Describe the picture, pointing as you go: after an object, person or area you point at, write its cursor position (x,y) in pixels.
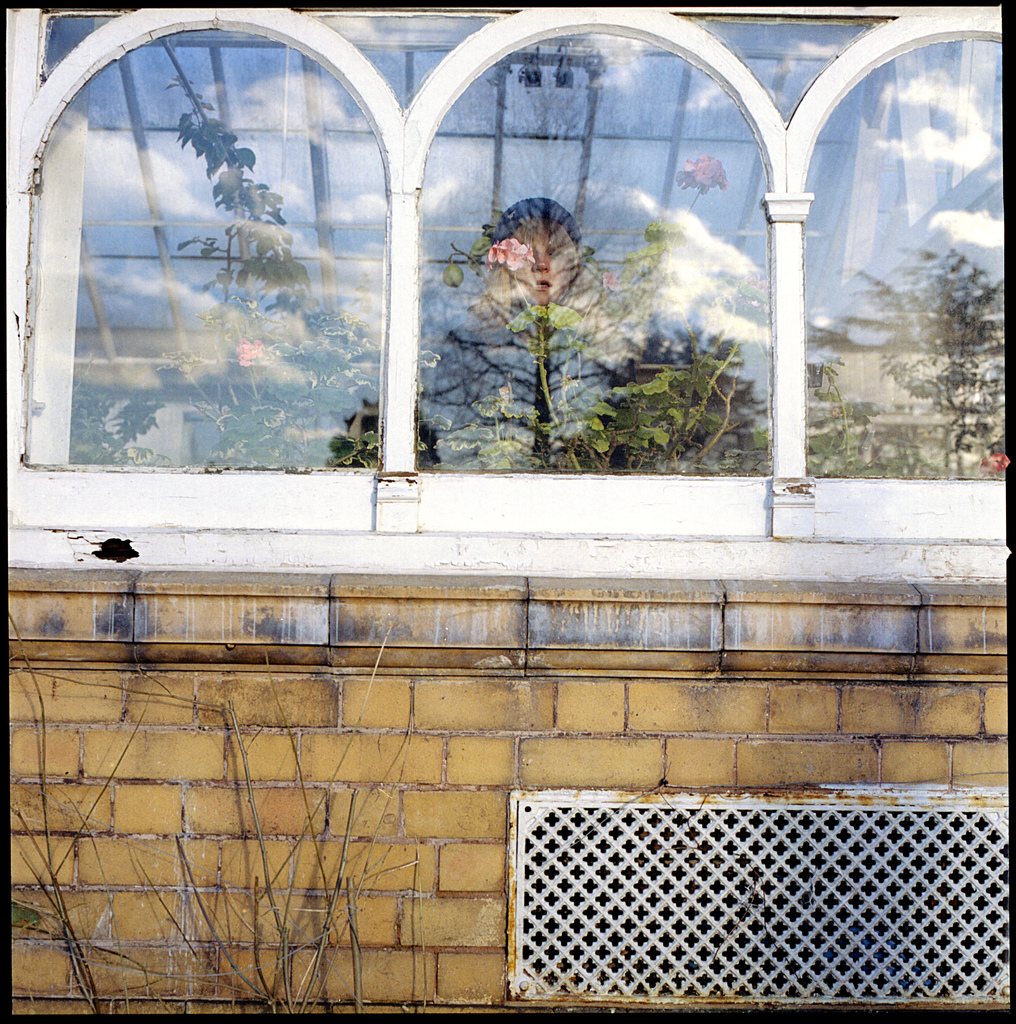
In this image I can see the building (448,667) and there is a window (367,441) to it. Inside the building (390,434) I can see one person (498,347). I can also see the dried plant (325,926) to the side.
